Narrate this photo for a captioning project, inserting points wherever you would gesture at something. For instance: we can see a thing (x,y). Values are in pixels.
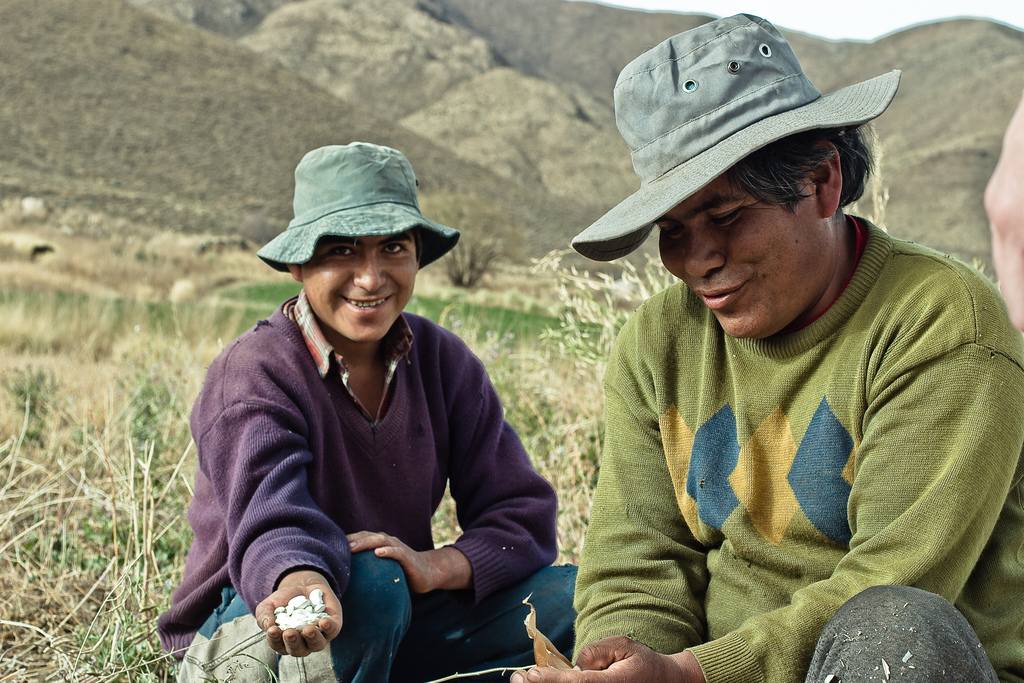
In this picture we can see two men (391,496) wore caps (788,70), smiling and on a hand (303,636) of a man (379,515) we can see some objects (311,594) and in the background (117,322) we can see the grass (156,305), plants (583,330), mountains (471,127).
